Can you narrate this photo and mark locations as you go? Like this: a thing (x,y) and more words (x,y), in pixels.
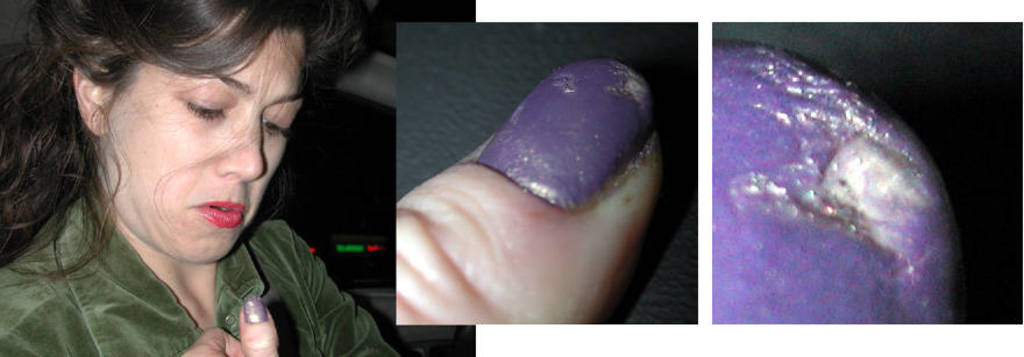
This is a collage picture. On the left side of the image (176,215) there is a woman (268,338) with green jacket (302,326). In the middle of the image (569,176) there is a nail (608,120) of a person (507,243) and there is a purple color nail polish (594,158) on the nail (606,165). At the bottom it looks like a floor (488,117). On the right side of the image (770,147) there is a nail (806,256) of a person (810,278).
